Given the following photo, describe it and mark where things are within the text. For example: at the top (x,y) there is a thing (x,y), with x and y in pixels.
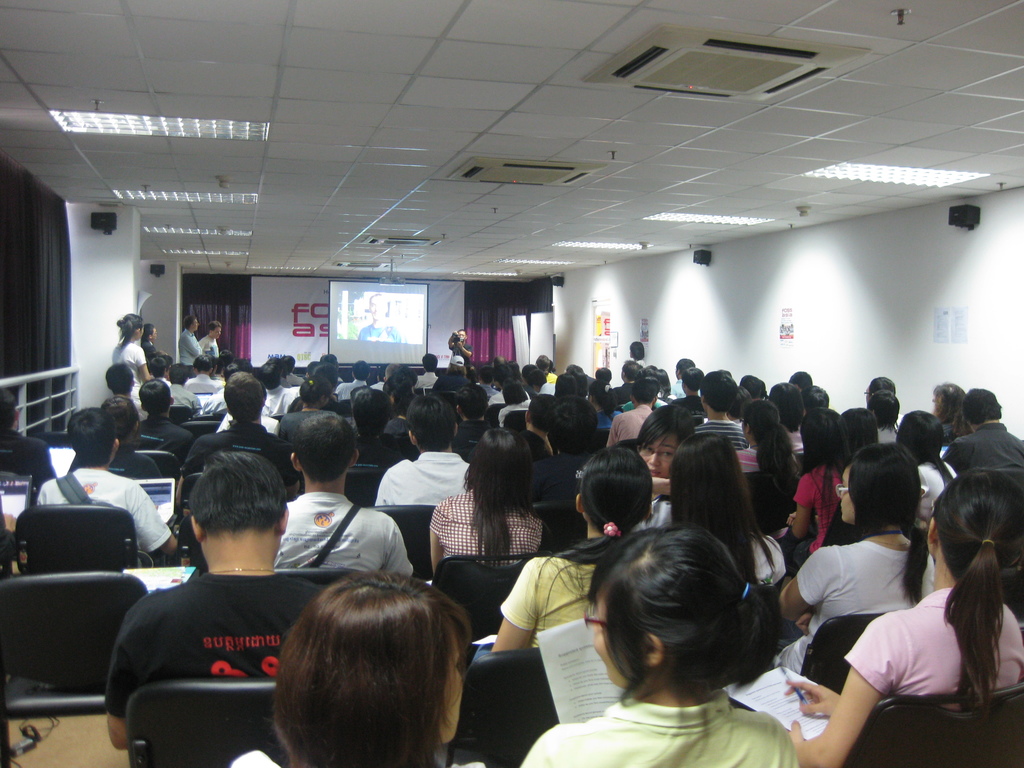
In the center of the image (405,384) we can see a group of people (498,522) are sitting on the chairs (415,548) and they are holding some objects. And we can see a few people (357,534) are wearing bags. In the background (445,366) there is a wall (812,278), screen (383,305), one banner (301,306), posters (965,312), curtains (494,346), lights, fences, pillars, few people (208,351) are standing and a few other objects (765,42).
